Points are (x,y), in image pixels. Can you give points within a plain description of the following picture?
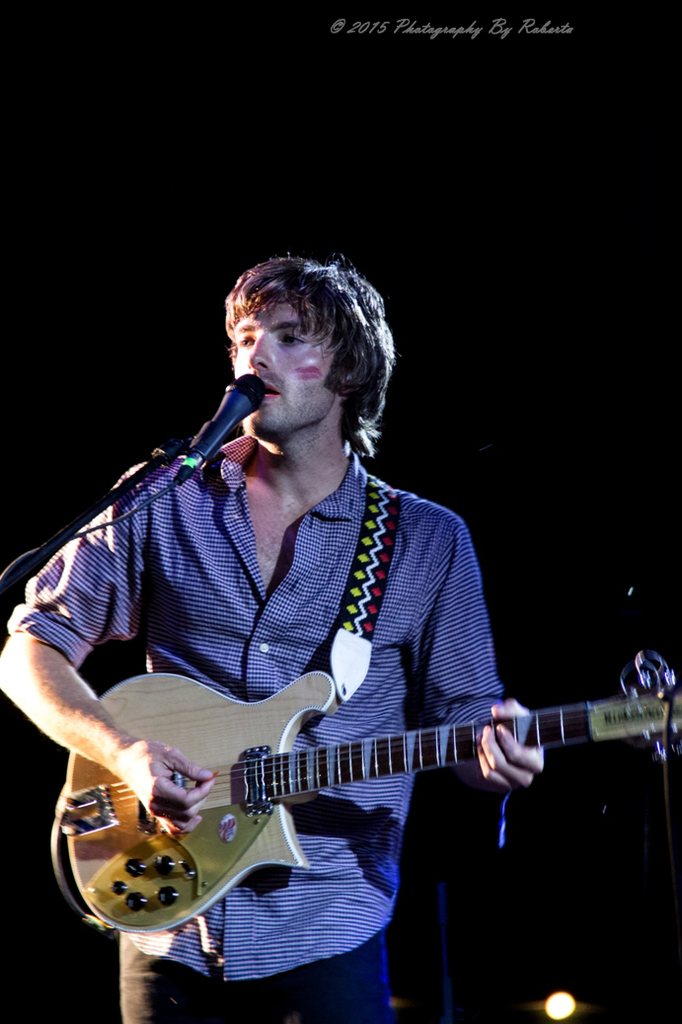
A man (170,1014) is standing and also he is playing the guitar (293,802), he is singing in the microphone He is wearing a shirt (187,558).
